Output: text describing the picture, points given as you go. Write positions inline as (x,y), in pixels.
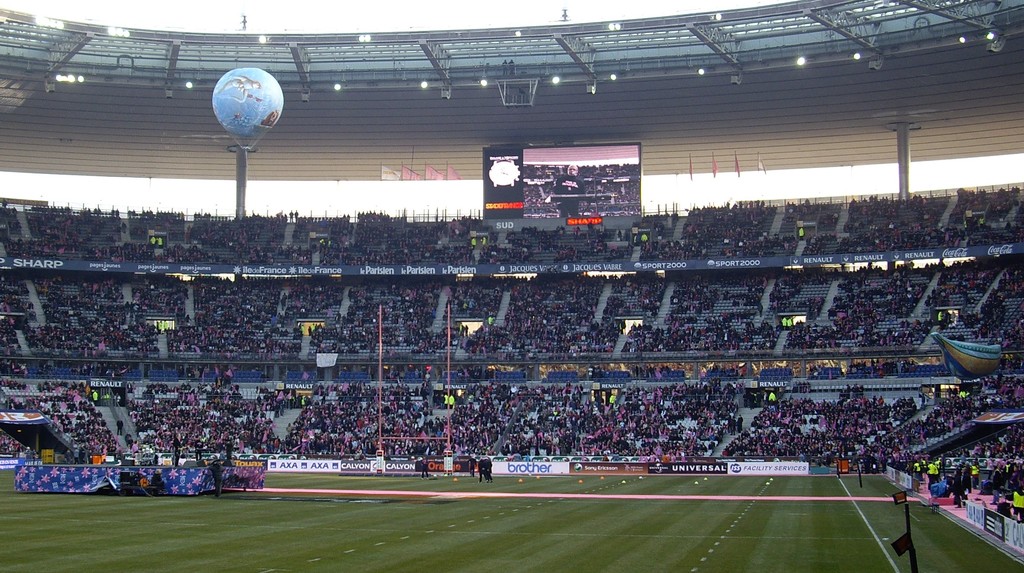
In this image we can see ground (562,509), hoardings (1002,527), poles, cloth (202,492), chairs (374,318), screen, people (354,301), balloon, lights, pillars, roof (320,131), flags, steps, and other objects (140,447). In the background (330,4) there is sky (415,22).
